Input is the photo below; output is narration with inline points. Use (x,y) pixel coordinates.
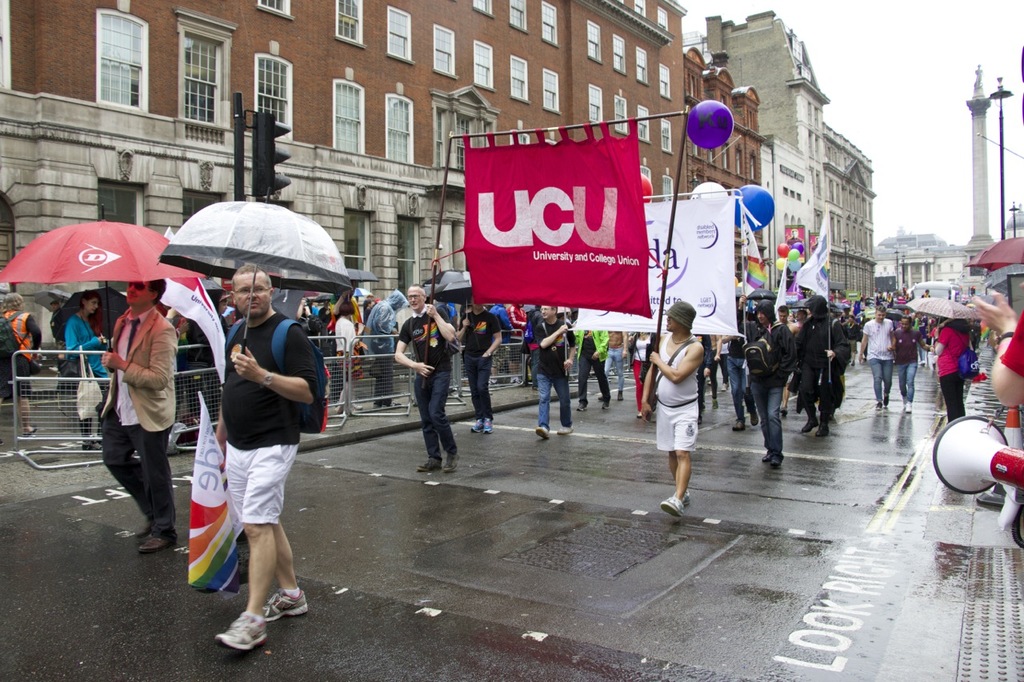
This picture is clicked outside the city. In front of the picture, we see the people (595,361) are walking and they are holding the banners (572,234) in red and white color with some text (514,237) written on it. We see the balloons (717,133) and the people (766,305) are holding the banners (779,289) in their hands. I think they are protesting against something. On the left side (158,340), we see two men (164,320) are walking and they are holding the umbrellas (71,251) in their hands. Beside them, we see the road railing (76,439). Beside that, we see the people (283,312) are standing and most of them are holding the umbrellas (439,289) in their hands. On the right side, we see a megaphone (1018,497) and we see the hand (999,319) of a person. There are buildings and the poles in the background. At the top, we see the sky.
